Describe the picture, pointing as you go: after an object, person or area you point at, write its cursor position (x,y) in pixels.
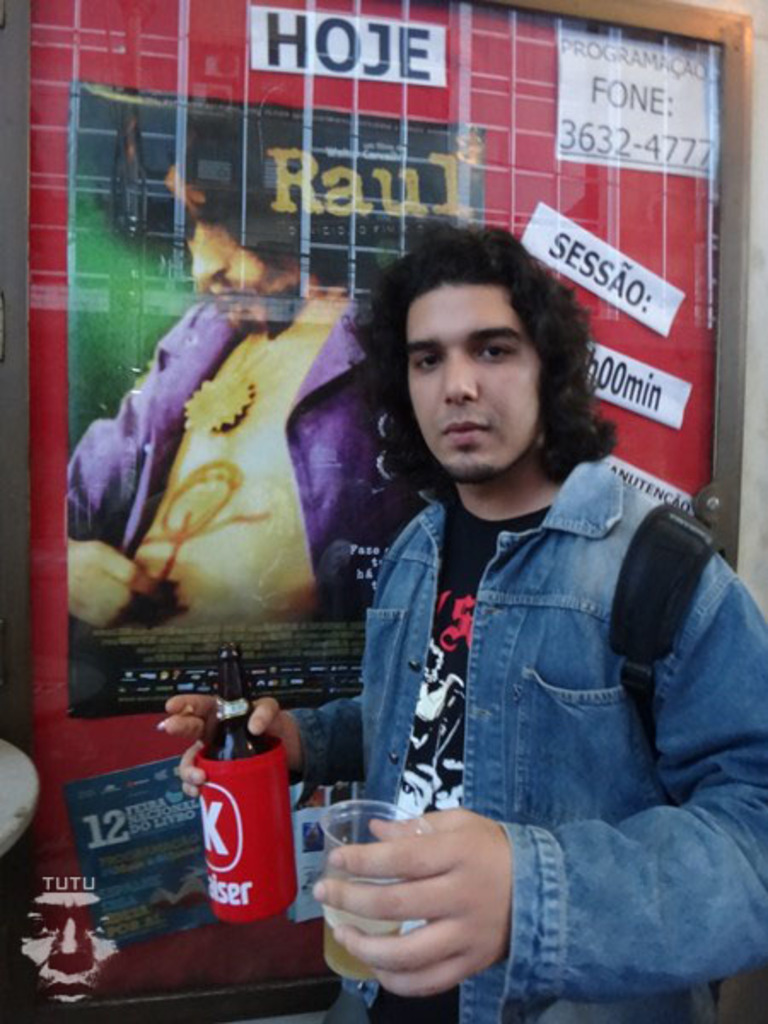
In this image there is a man (622,712) holding a bottle (284,780) in one hand (291,760) and a glass (356,827) in the other. He is wearing backpack (662,571). Behind him there is a board (528,34). On the board (490,200) there is text (620,259) and image of a person (237,425). To the below left corner of the image (54,937) there is face (73,950) and text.
